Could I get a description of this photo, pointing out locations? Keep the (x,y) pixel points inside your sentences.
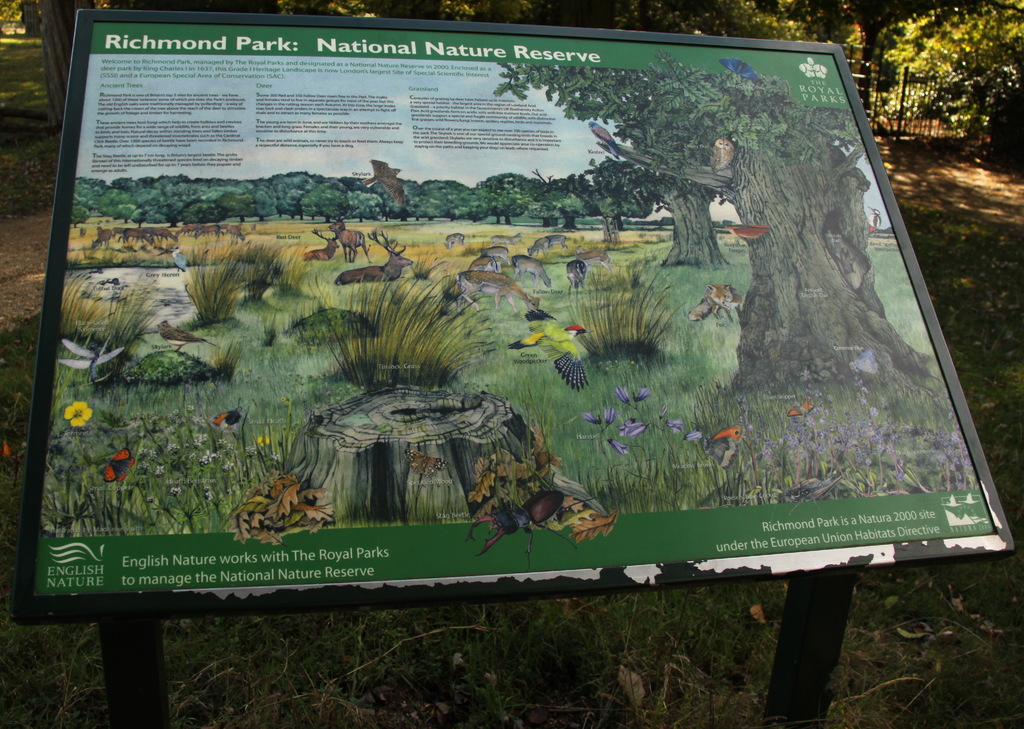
In the center of the image (491,486) we can see a board (355,178). In the background (62,35) there are trees (870,19). At the bottom (620,670) there is grass (479,660).
